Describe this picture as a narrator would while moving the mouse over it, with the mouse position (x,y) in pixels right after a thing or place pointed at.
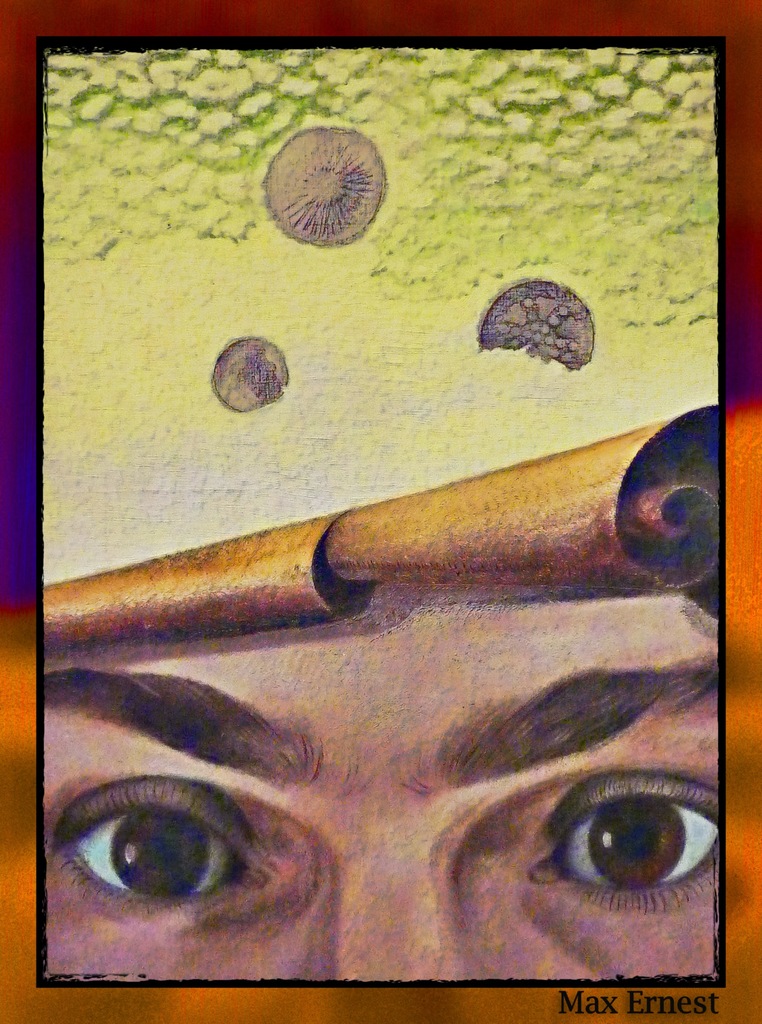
In this image we can see the painting (350,759). And at the bottom (587,996) we can see some text (606,996). And we can see the eyes (117,843) in the painting (239,786).
